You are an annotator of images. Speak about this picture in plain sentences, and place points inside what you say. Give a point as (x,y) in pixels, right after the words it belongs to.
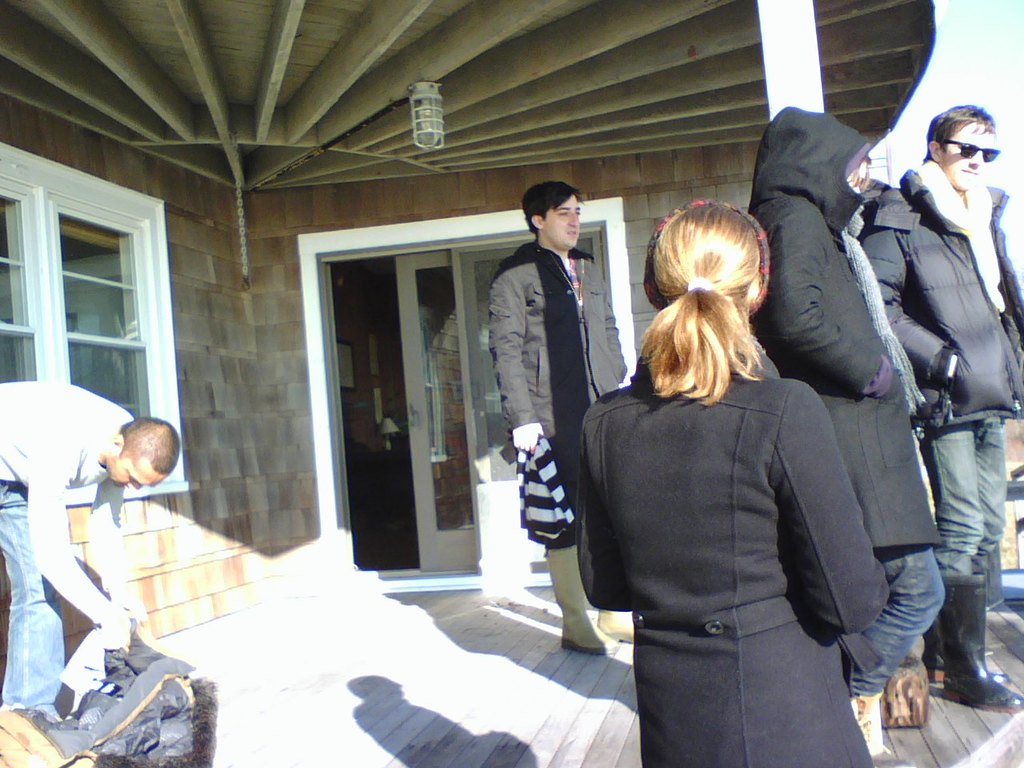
In this picture I can see there are few people (99,522) standing here and there is a woman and a girl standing here wearing a black colored coats (787,318) and there are few other men (958,430) standing and there is a building (902,102) with a door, a window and a light (444,133) attached to the roof (463,38).
